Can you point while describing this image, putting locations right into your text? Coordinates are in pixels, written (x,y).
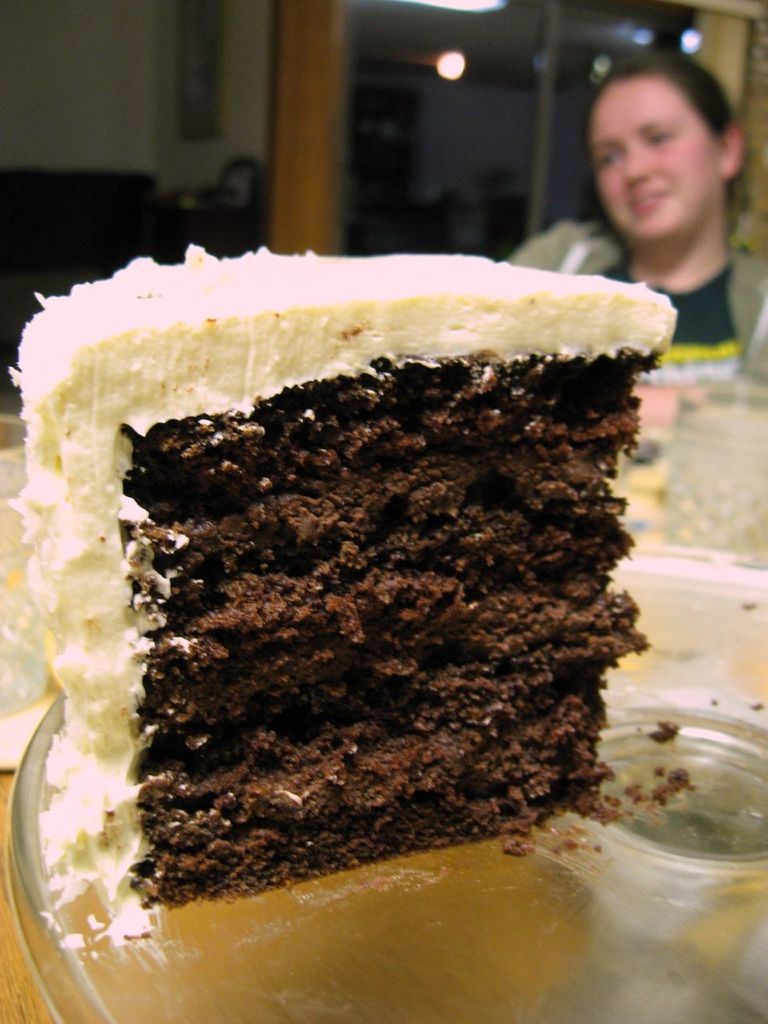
In this image we can see a piece of a cake (446,607) with cream (214,327) on the plate (412,912) and there is a person (658,197) sitting and a blurry background (575,205).
